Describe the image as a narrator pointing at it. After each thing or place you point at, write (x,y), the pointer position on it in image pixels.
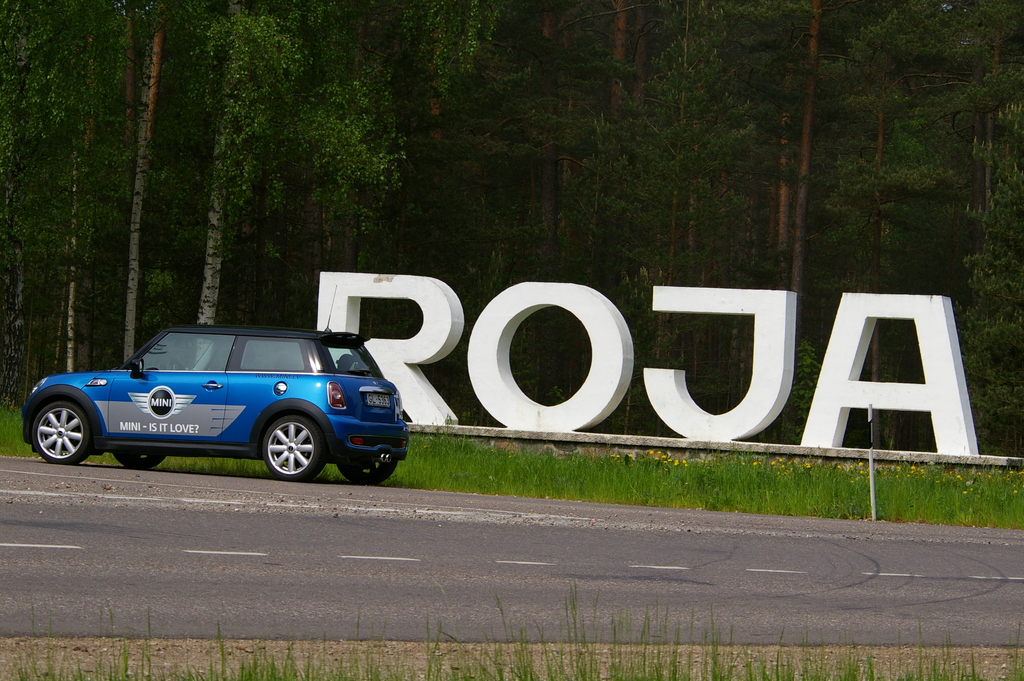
This is a car (153,438) on the road (200,523). These are the letters (497,336) on the wall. Here is the grass (635,483). I can see the trees (636,125) with the branches (841,57) and leaves (353,205).
